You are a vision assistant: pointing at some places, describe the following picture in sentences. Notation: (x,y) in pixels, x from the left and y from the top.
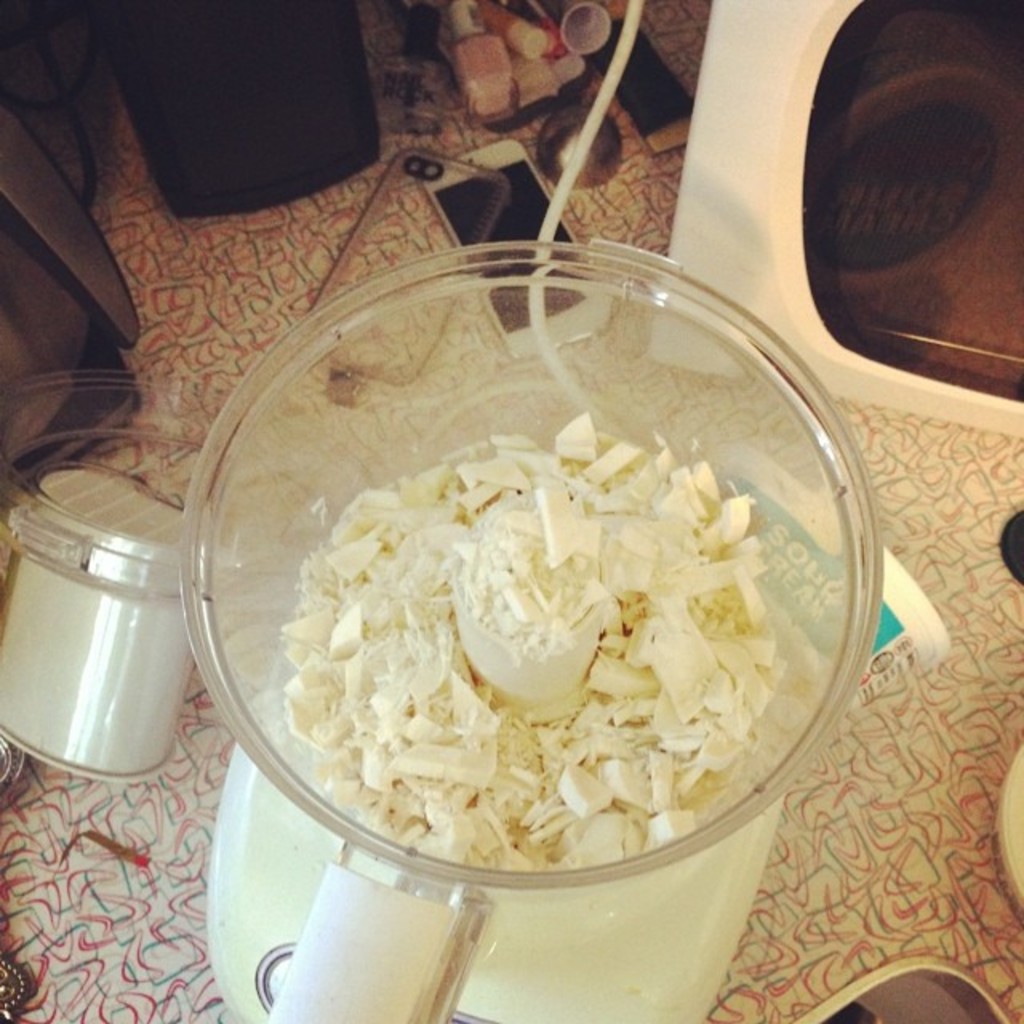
In the center of the image (424,499) there is a grinder (690,858) on the table (876,832). Image also consists of a mobile phone (497,171), container (84,513), paper (932,628) and also black color object (269,91) on the table (272,258).
